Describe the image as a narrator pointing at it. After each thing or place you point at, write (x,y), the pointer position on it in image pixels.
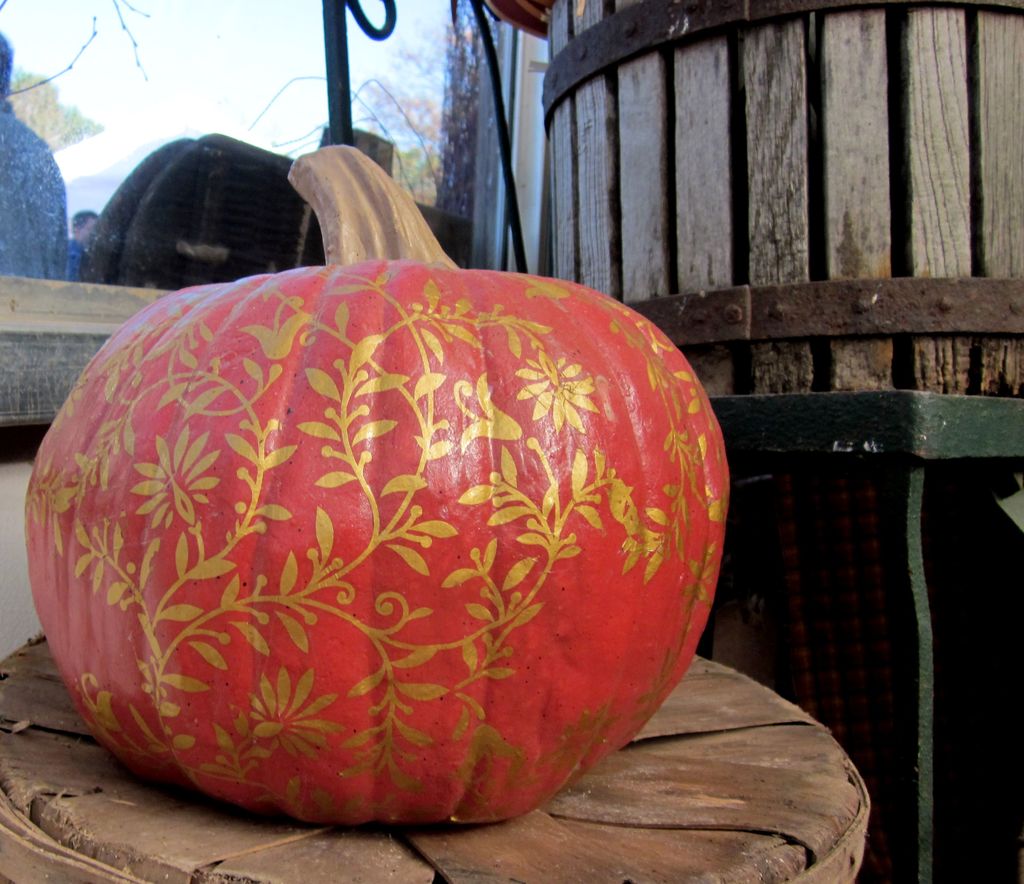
In this picture we can see a pumpkin (488,645) on the table (621,759), beside to the table (629,801) we can find a barrel (795,374) and metal rods (929,669), in the background (129,185) we can see few chairs (144,167), trees (28,91) and group of people (78,216).
